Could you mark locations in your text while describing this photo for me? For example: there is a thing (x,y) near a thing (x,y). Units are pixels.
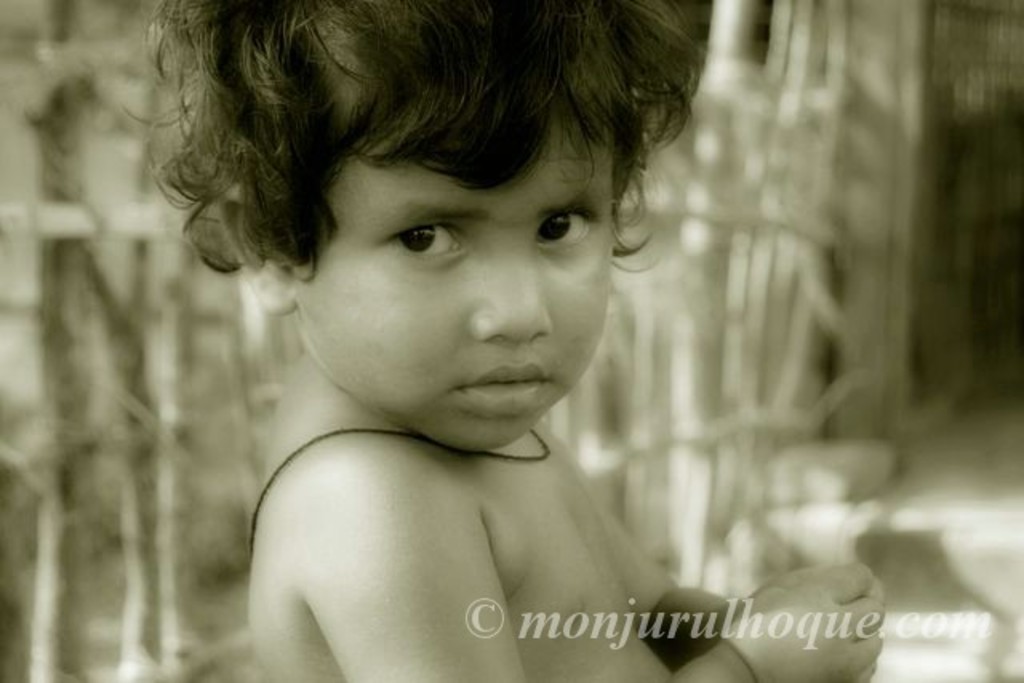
In this image, we can see a kid (255,546). There is a blurred background (183,310) in the image. In the bottom right corner (688,629), there is a watermark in the image.
